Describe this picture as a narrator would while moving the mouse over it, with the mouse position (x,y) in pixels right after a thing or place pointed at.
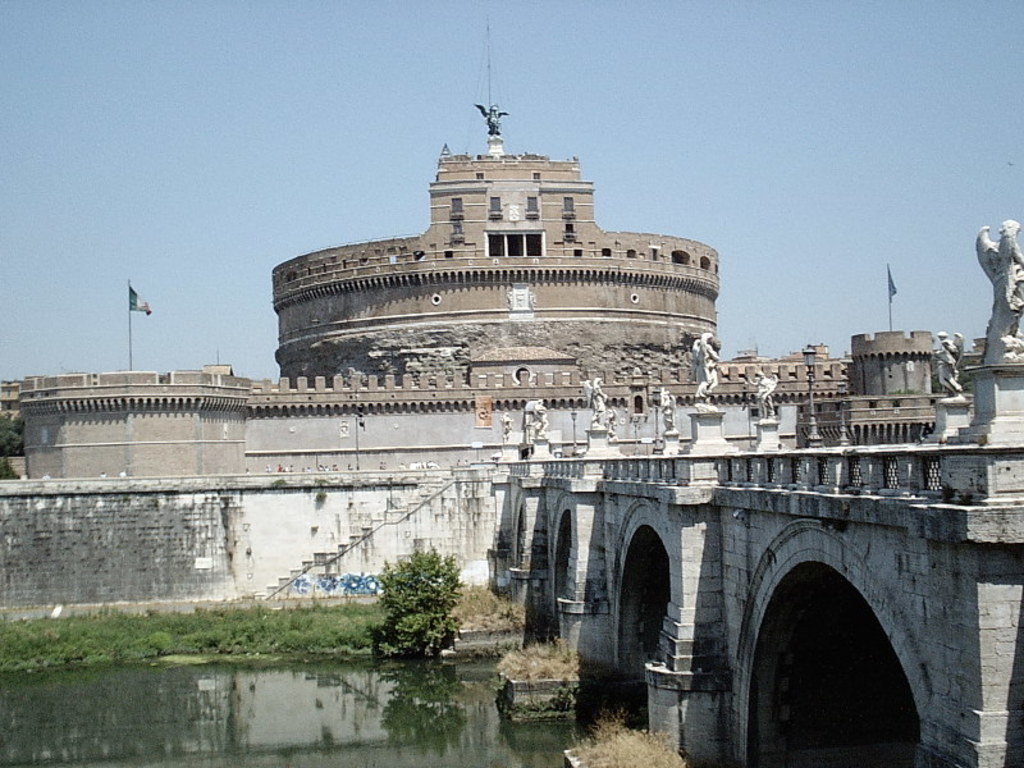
In this image I can see water (228,732) on the left (8,753). There are plants (651,753) and there are arches (1001,749) on the right (1014,698). There is a building (493,263) at the back (568,249) which has 2 flags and a sculpture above it. There is sky (504,72) at the top (567,67).
